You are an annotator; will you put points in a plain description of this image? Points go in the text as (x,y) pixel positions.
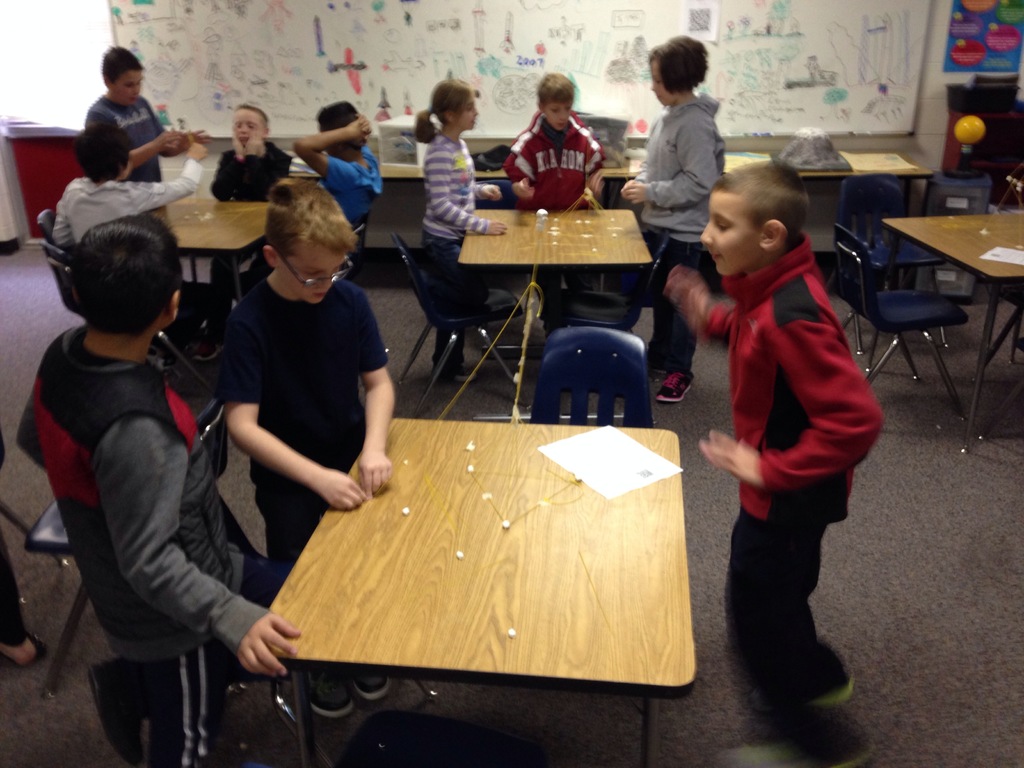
This picture describes about group of kids (183,528) few are seated on the chair (68,293) and few are standing, they are all playing in front of table (556,573), in the background (795,60) we can see a notice board (622,64).
